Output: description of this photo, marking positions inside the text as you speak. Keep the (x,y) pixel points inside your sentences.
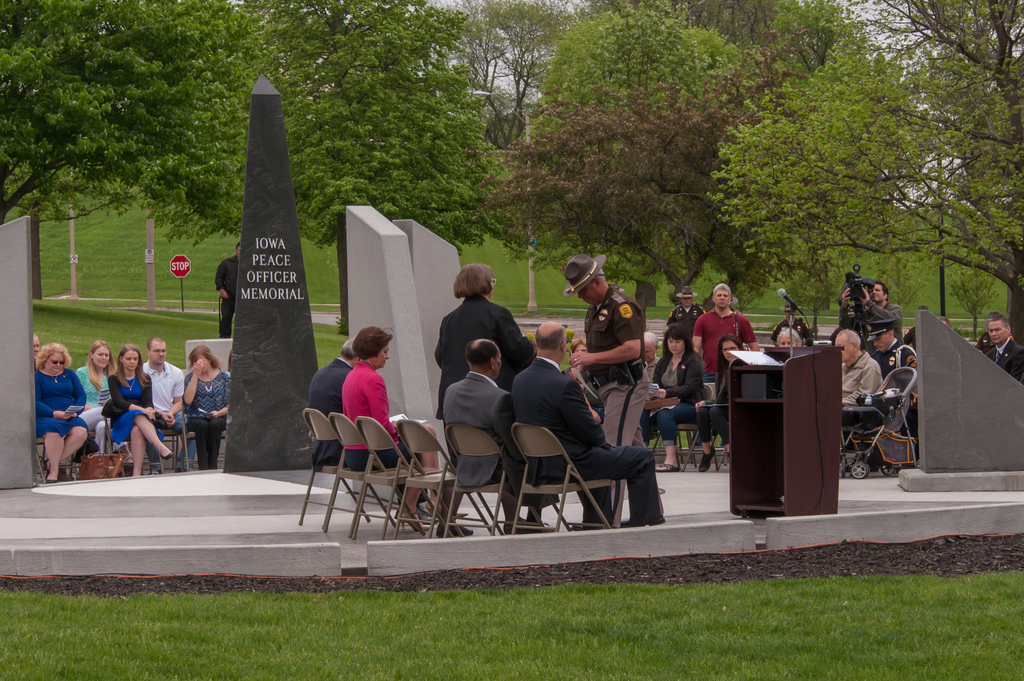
There are four people (453,413) sitting in chairs (523,435) and there are two people (518,326) standing in front of them and there are group of people (863,371) sitting in chairs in front of them and there are trees (751,166) and camera (863,296) in the background (852,311).
